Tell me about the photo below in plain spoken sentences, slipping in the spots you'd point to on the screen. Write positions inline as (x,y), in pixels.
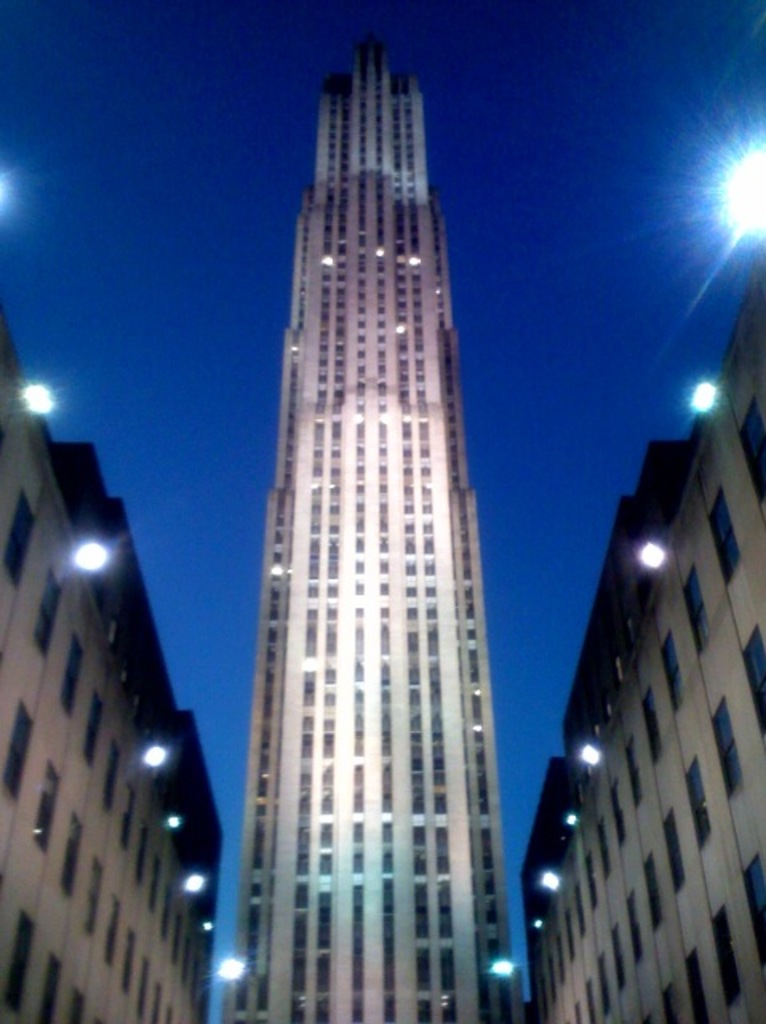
In this image in the center (400,596) there are some buildings (423,694) and skyscrapers (388,493), in the background (686,146) there is sky (688,193) and some lights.
